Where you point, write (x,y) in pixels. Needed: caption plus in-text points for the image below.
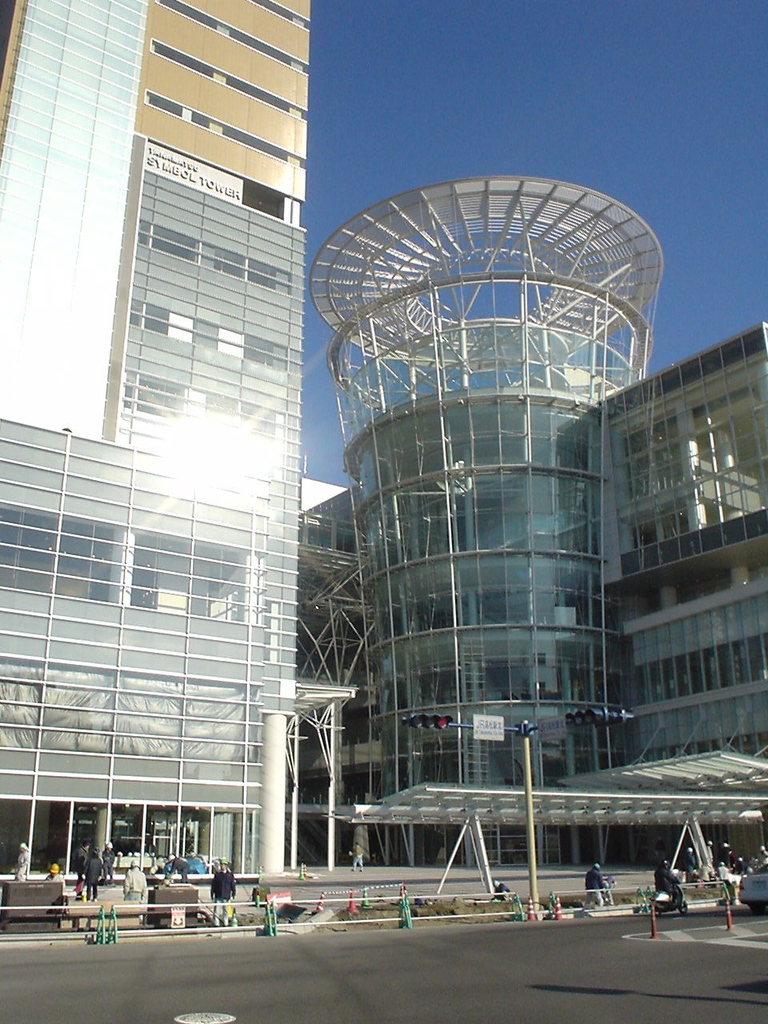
In this image we can see road (452,953), traffic cones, people (82,849), poles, traffic signals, buildings (185,681), boards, and other objects (759,889). Here we can see a person (667,868) riding a bike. In the background (341,217) there is sky (544,172).
